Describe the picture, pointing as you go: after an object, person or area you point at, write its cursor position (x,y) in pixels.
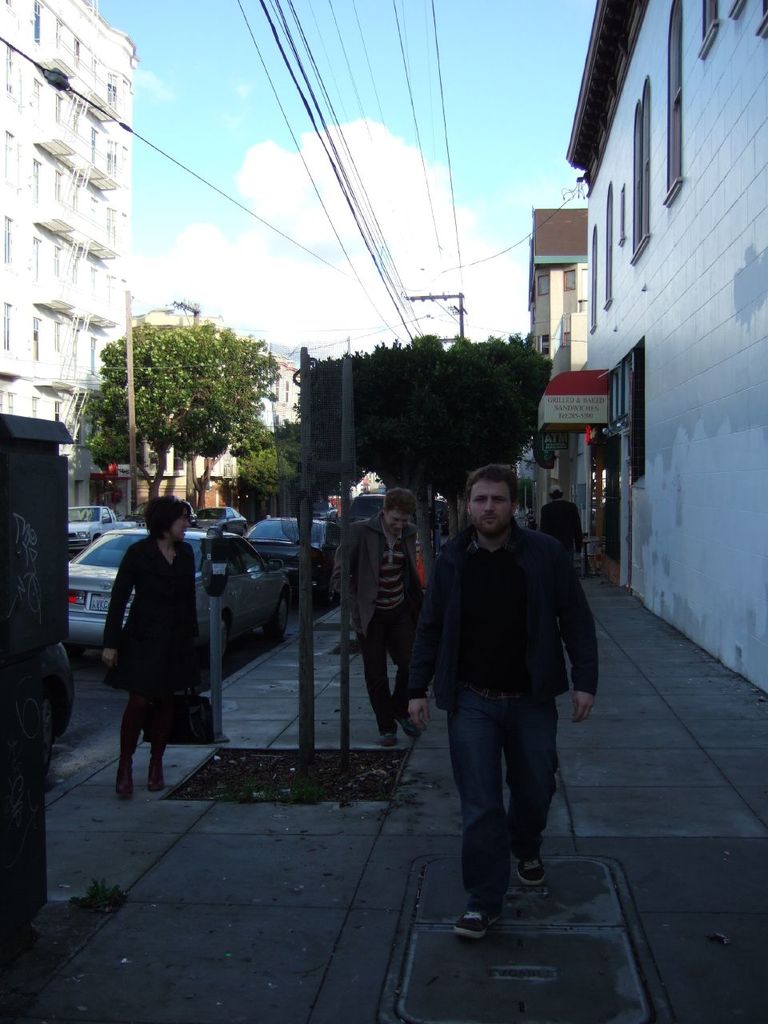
Here we can see few people (187,583) are walking on the footpath (182,829) and a woman (170,608) is holding a bag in her hand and there are poles (301,573). In the background (29,351) we can see trees (225,351), buildings (90,35), poles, traffic signal pole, windows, staircases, hoardings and clouds (311,313) in the sky (197,160).
